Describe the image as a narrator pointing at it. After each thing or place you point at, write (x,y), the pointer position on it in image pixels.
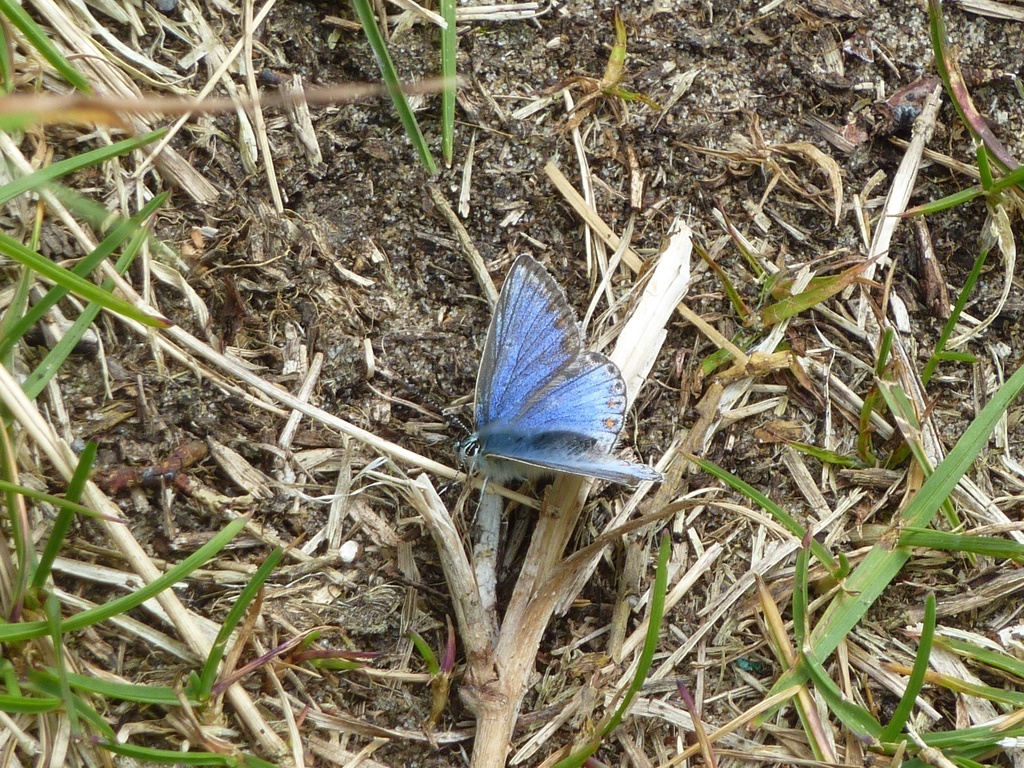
In this image I can see a butterfly (547,351). It is blue in color. I can see some grass (34,621) on the ground (551,571).
